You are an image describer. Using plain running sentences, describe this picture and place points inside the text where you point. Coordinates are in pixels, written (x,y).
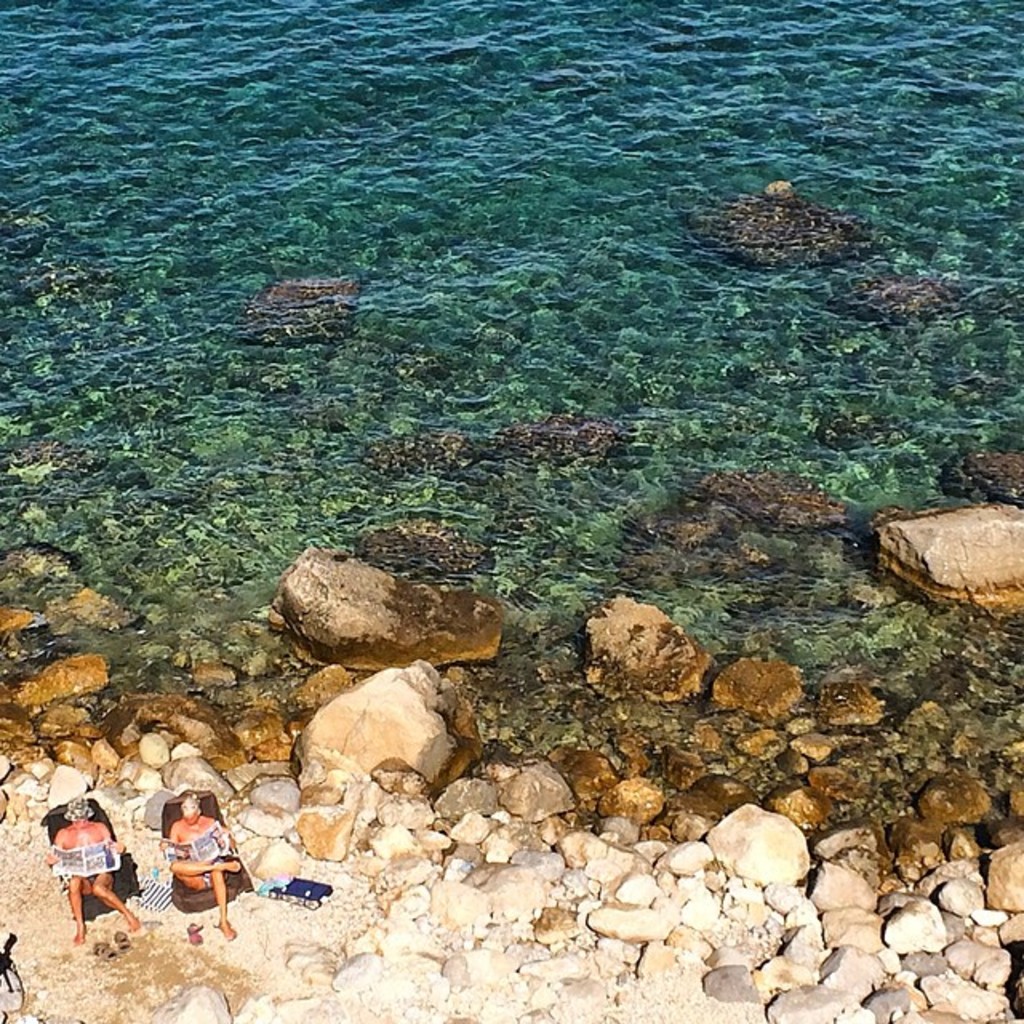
In this picture I can see water (470,394) and rocks (697,942). On the left side of the image (110,828) I can see two people (104,874) are sitting on chairs (104,902). These people (91,886) are holding some objects (82,869). On the ground (134,838) I can see foot wears (116,942) and other objects (309,887).
